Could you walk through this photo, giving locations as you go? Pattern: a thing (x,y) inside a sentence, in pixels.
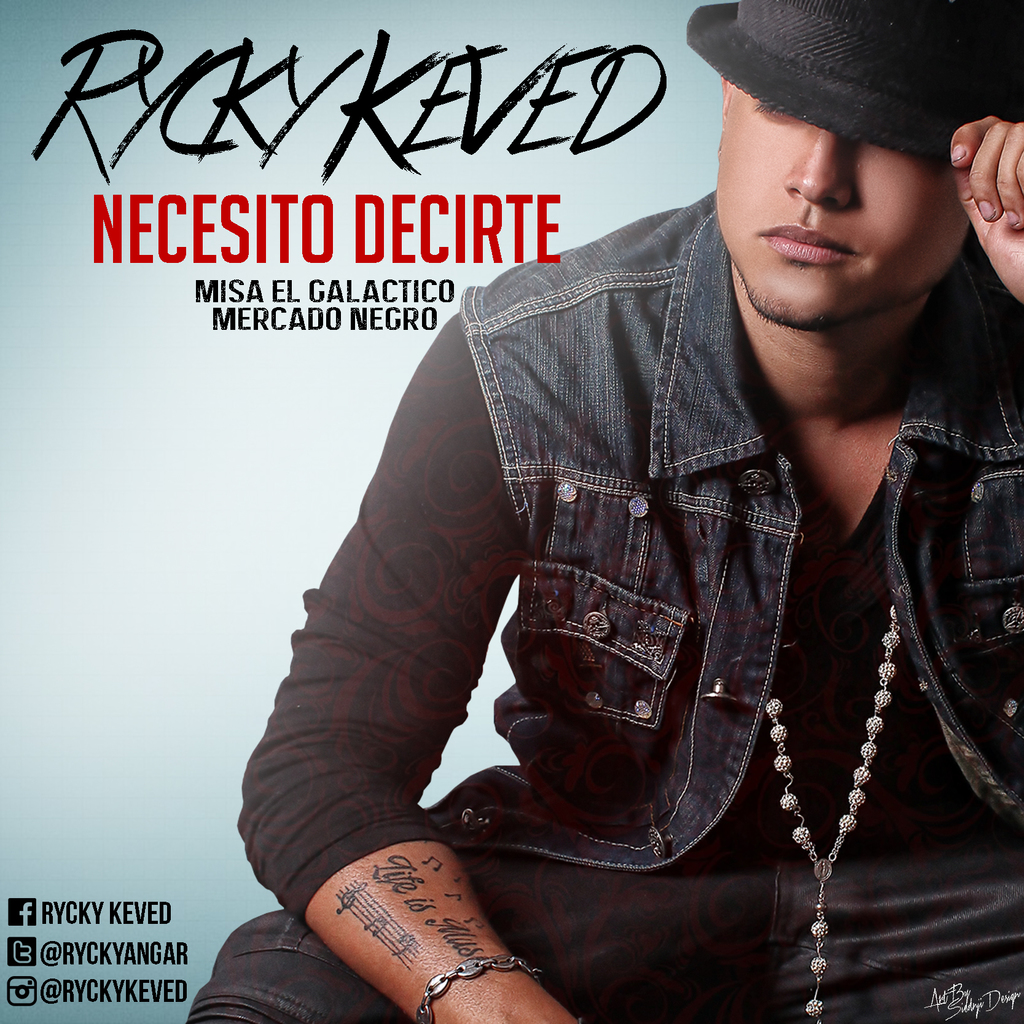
In this image I can see a man (481,445). The man (770,515) is wearing black color hat (864,92), jacket (620,652) and some other object (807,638). Here I can see something written on the image.
